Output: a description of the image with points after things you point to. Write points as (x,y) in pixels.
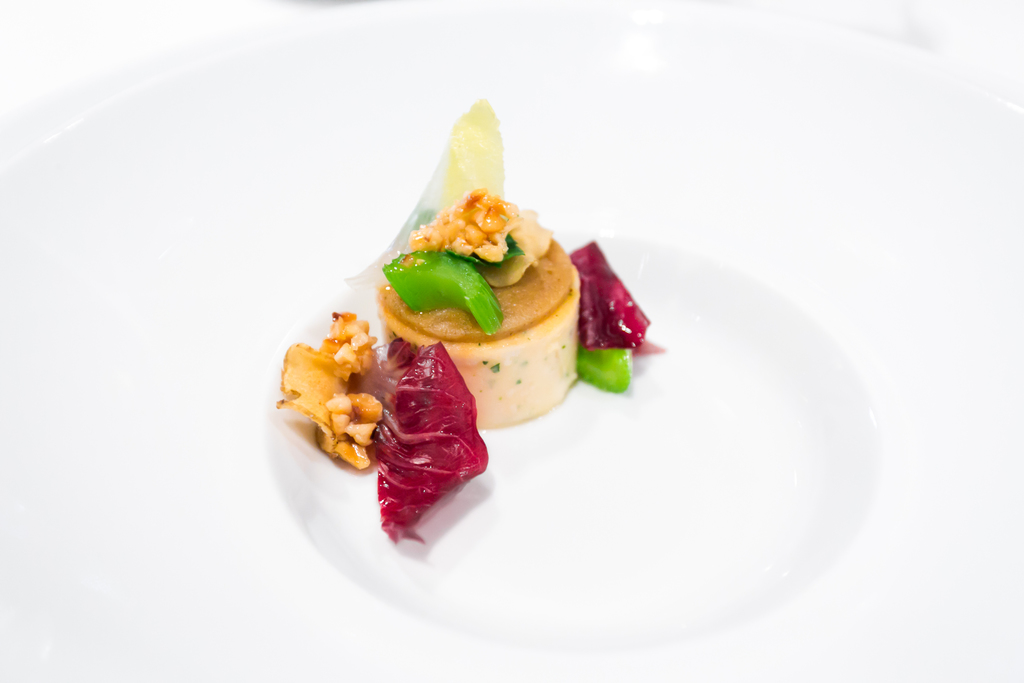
In this image we can see food (508,360) on a plate (702,521) placed on the surface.
